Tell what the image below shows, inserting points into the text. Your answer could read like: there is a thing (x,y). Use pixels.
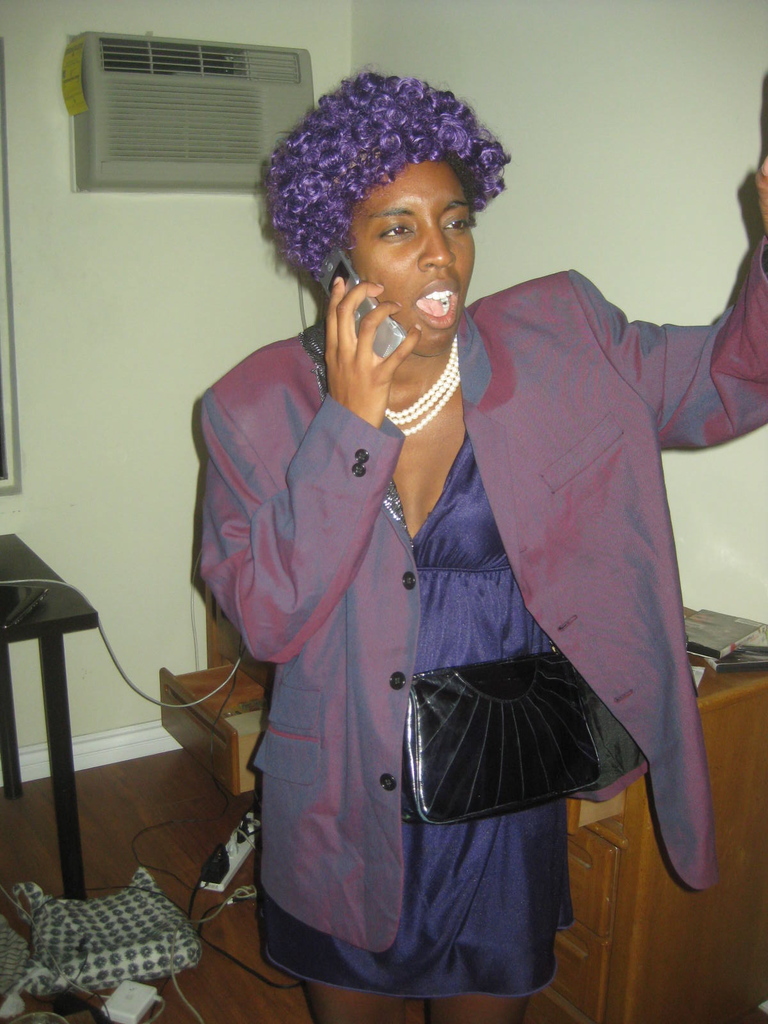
It is an image where a woman (446,448) wearing purple color dress (449,487) is speaking on a phone (359,316), beside her there is a table (704,711), in the background (596,170) there is air conditioner (158,67) and a wall (635,87).
